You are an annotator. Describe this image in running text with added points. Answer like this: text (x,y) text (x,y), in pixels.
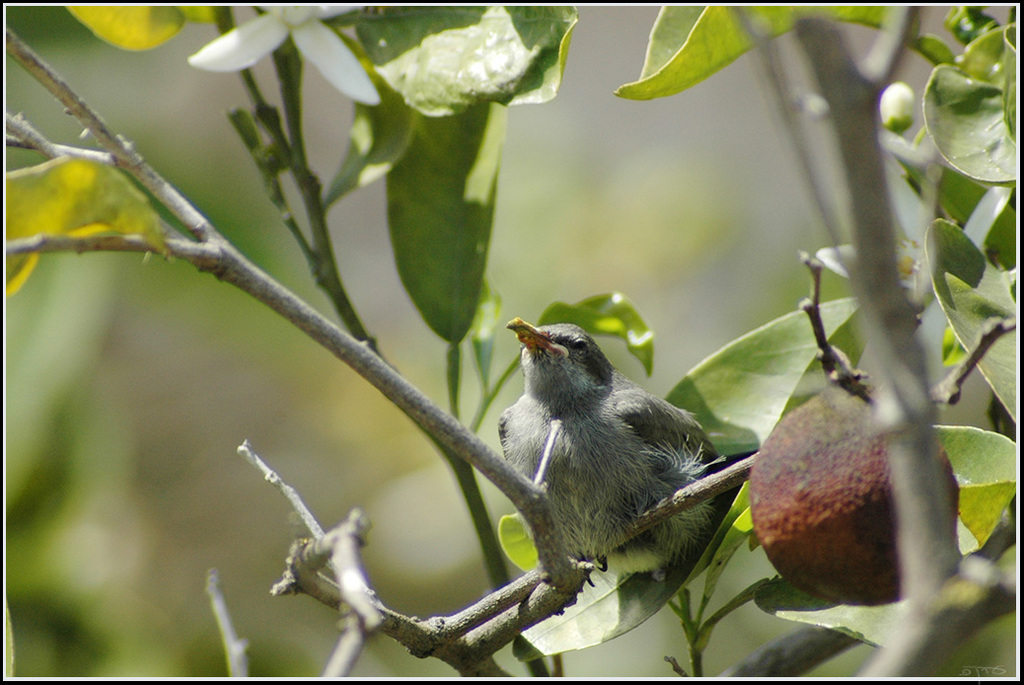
In this image I can see in the middle (537,341) there is a bird (576,481) sitting on the branch (702,487) of a tree (684,492). On the right side (782,452) it looks like a fruit (874,551).
